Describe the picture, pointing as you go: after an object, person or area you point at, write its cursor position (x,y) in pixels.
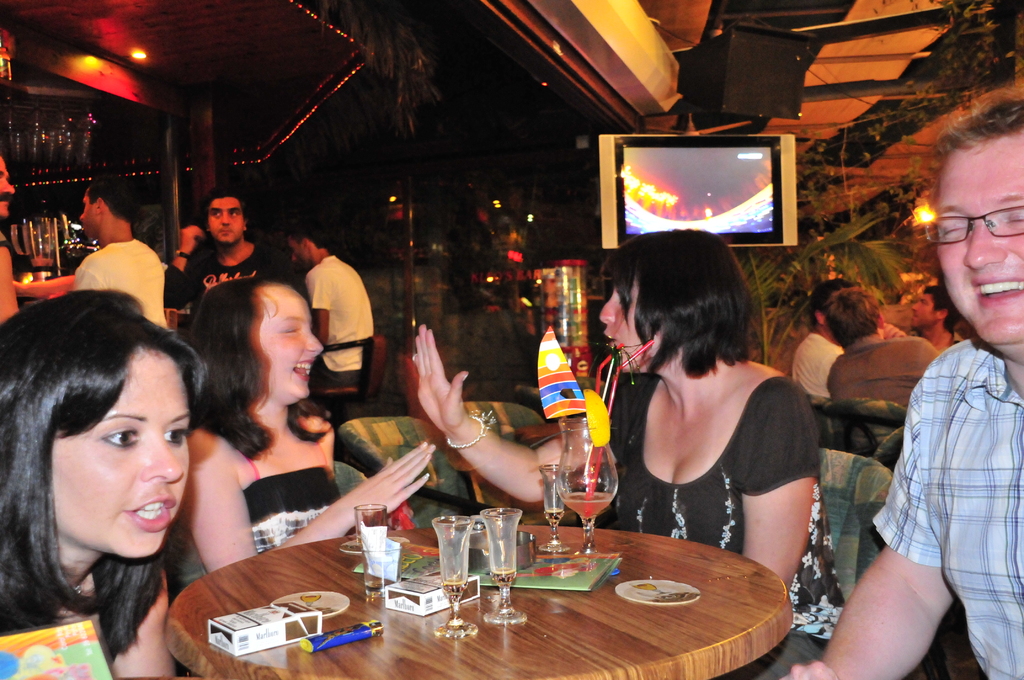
There are four members (738,505) sitting in the chairs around a table (455,675) on which a glasses (380,589), plates (653,593), smokes (414,600) and lighter (347,631) was placed. Three of them (46,459) were women (757,454) and one of them (916,451) was man (976,391). In the background (116,252) there are some people (222,245) standing. There is a television (676,186) here. we can observe a speaker (801,83) and some trees (834,251) here.
